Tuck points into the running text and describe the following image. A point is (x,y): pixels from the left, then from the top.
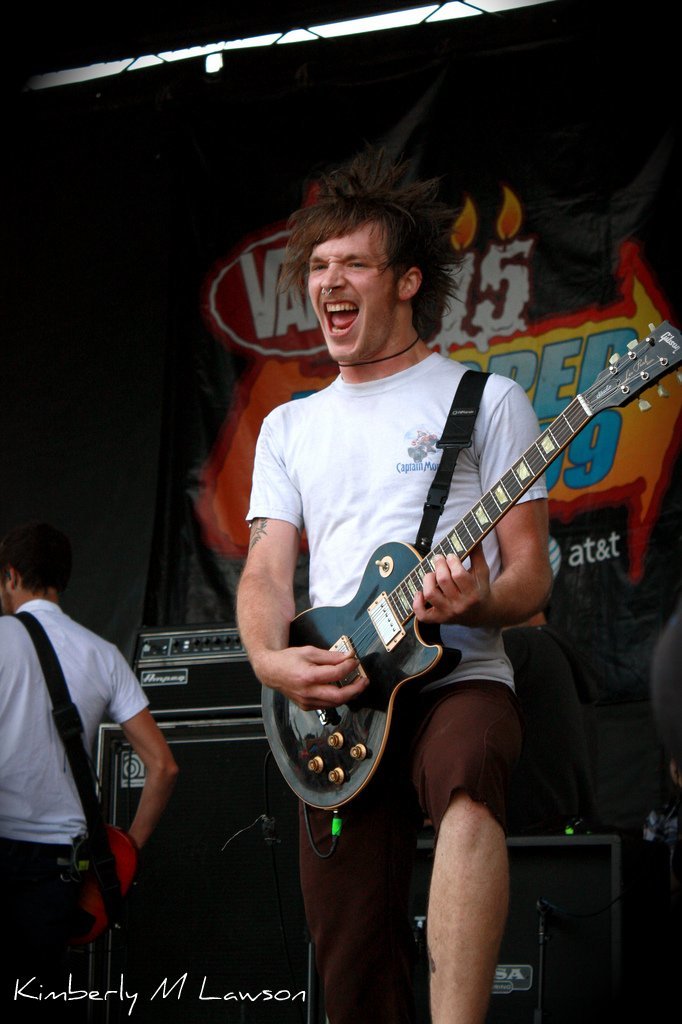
In this picture there is a man (386,264) standing and playing guitar (427,563), he is singing. On the left (163,737) there is a man (81,680) in white t-shirt (49,708) standing. In the center of the image (230,660) there are music control systems (210,685). In the background (214,201) there is a black color banner (466,202).
